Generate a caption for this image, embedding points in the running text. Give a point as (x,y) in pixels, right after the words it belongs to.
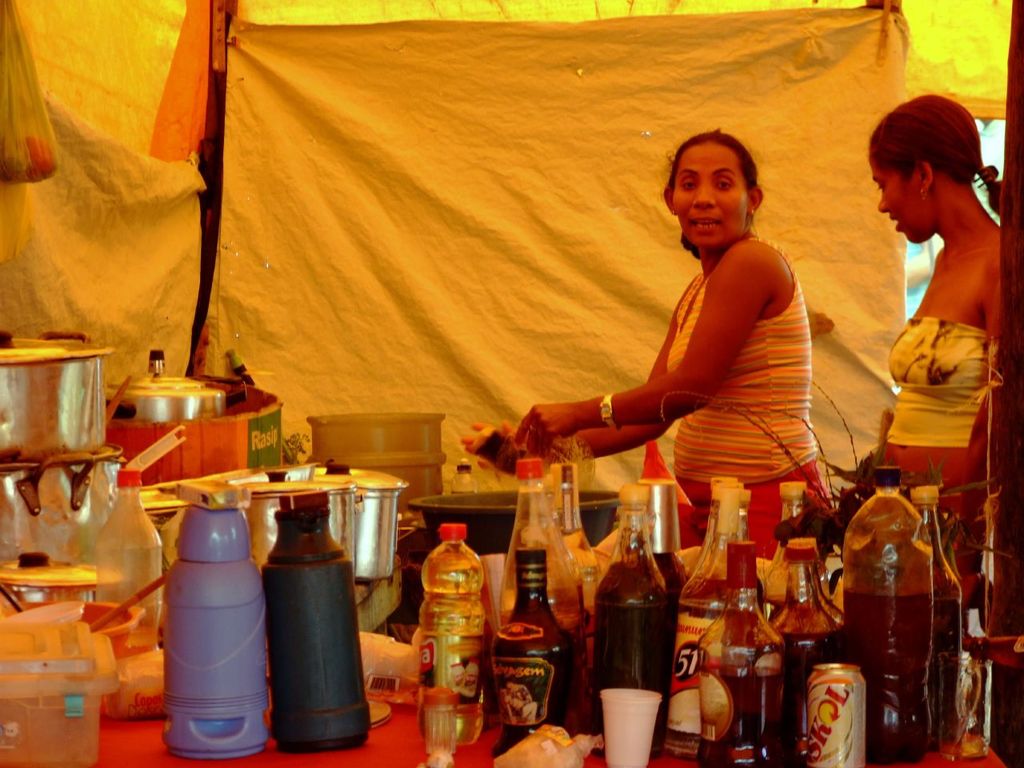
In the picture we can find two women (968,149) are standing and cooking near the table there are some bottles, water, vinegar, tins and a background (614,381) we can find curtains (596,374), covers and cover bags (35,112).
